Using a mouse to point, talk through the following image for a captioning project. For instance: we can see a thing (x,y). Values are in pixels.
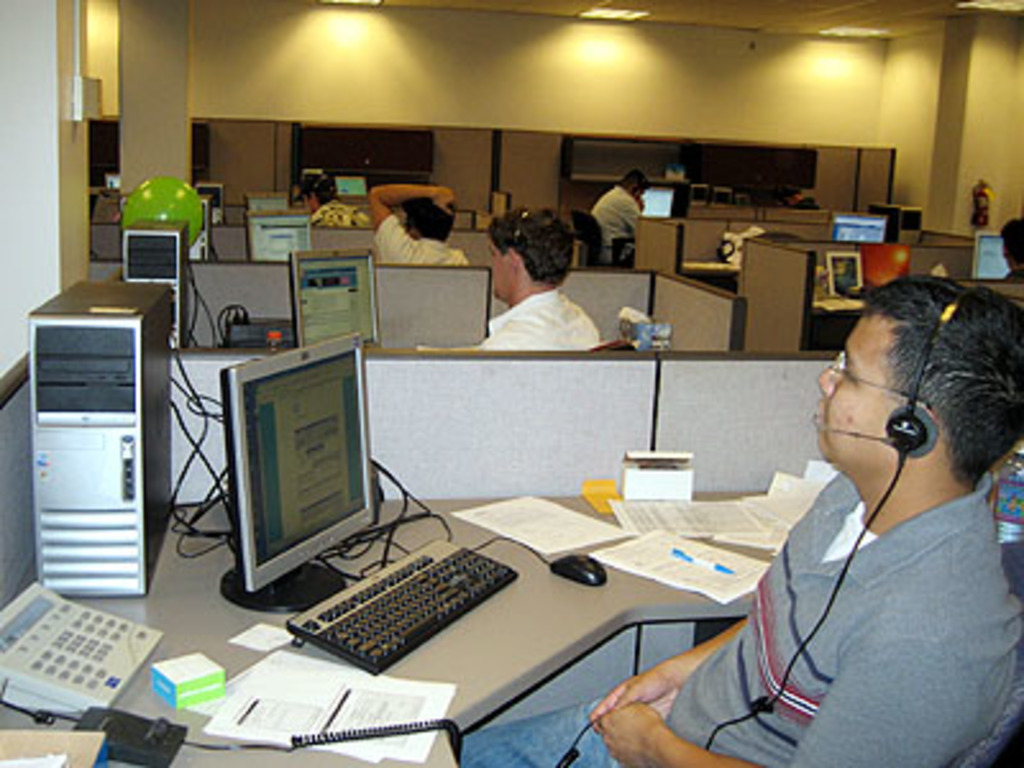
On the right side (825,552), we see a man (972,615) is sitting on the chair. In front of him, we see a table (302,647) on which monitor (285,520), CPU (162,482), keyboard (444,603), mouse (588,578), papers (386,698), pen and some other objects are placed. Beside that, we see the people (543,225) are sitting on the chairs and in front of them, we see the tables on which the monitors (350,331), CPUs (172,257) and the keyboards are placed. In the background (273,75), we see a wall (506,112). On the right side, we see a pillar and a fire extinguisher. At the top (801,7), we see the lights (622,16) and the ceiling (577,12) of the room (954,217).
